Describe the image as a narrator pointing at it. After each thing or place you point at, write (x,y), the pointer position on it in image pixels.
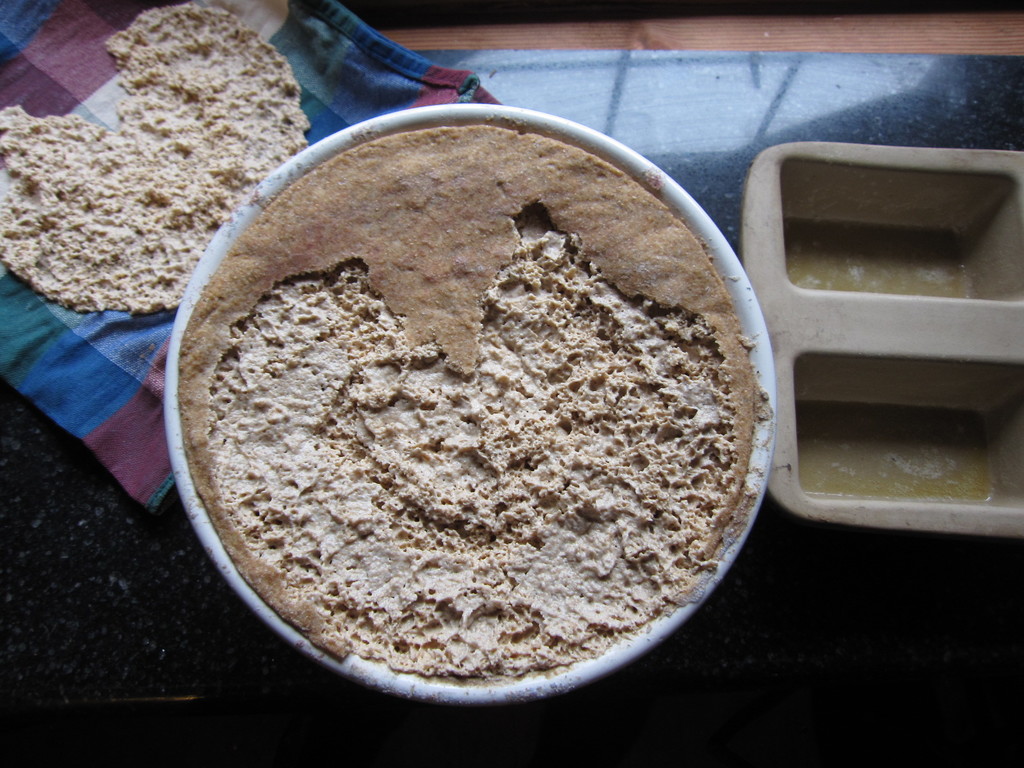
In this image I can see a bowl (313,154) in the centre (494,286) and in it I can see brown and cream colour thing (464,380). On the right side of this image (757,216) I can see a plastic container (757,216) and on the left side (9,15) I can see a cloth (453,76). I can also see cream colour thing (103,128) on the cloth (7,97).
